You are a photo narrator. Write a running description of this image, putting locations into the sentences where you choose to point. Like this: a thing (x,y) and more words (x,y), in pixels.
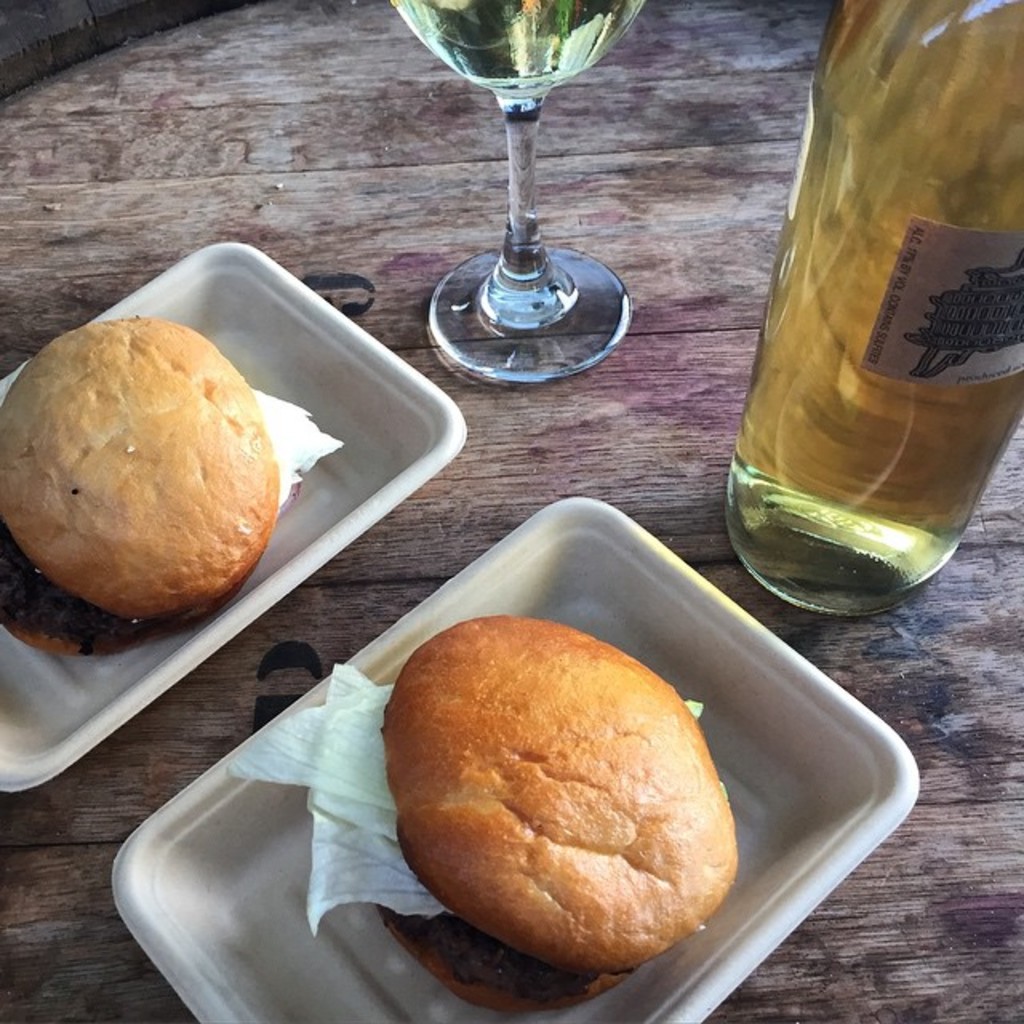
On a wooden table (962,813) there are 2 bowls (318,329) which have burgers (124,489). There is a glass bottle (905,374) and a glass of drink (499,25).
